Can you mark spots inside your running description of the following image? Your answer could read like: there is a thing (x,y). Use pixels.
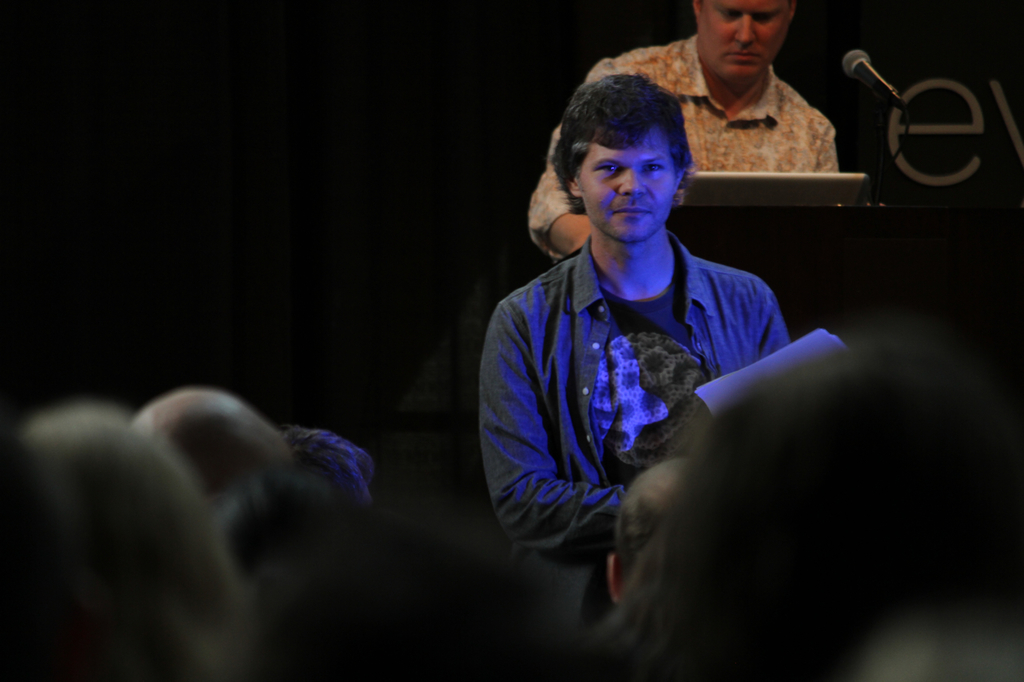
In the center of the image (604,336) we can see a man (604,272) standing, behind him there is another man (743,165) sitting. We can see a podium (759,233) and there is a laptop (760,191) placed on the podium (837,277). There is a mic (880,178). At the bottom (90,626) there is crowd (92,641).
